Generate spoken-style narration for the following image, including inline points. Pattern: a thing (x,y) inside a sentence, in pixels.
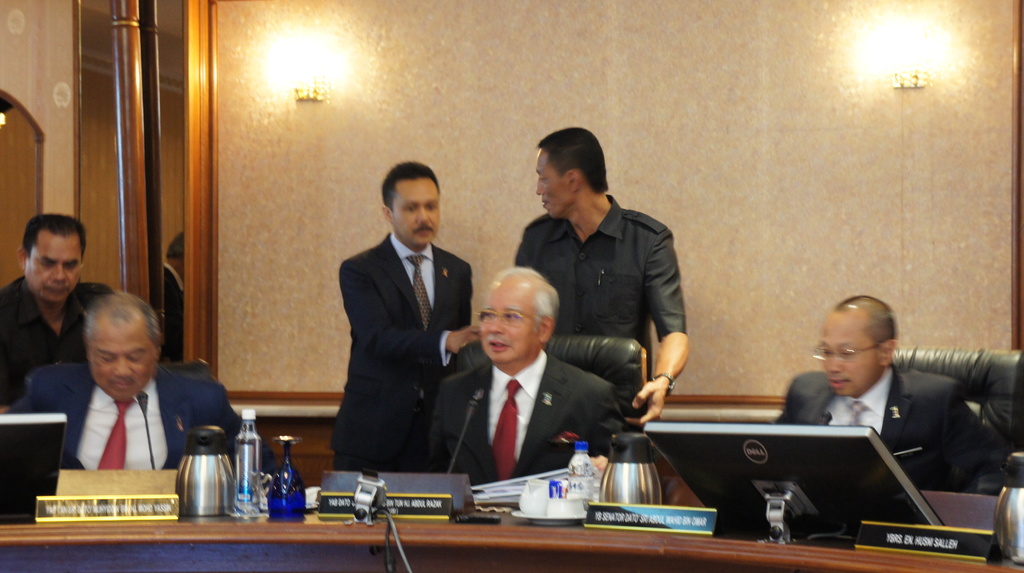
In this image, at the right side (801,467) we can see a black color monitor (870,489), we can see two microphones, there are some people (918,426) sitting on the chairs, in the background (371,304) there are two persons (568,272) standing and there is a wall (357,203) and we can see two lights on the wall (609,51).
